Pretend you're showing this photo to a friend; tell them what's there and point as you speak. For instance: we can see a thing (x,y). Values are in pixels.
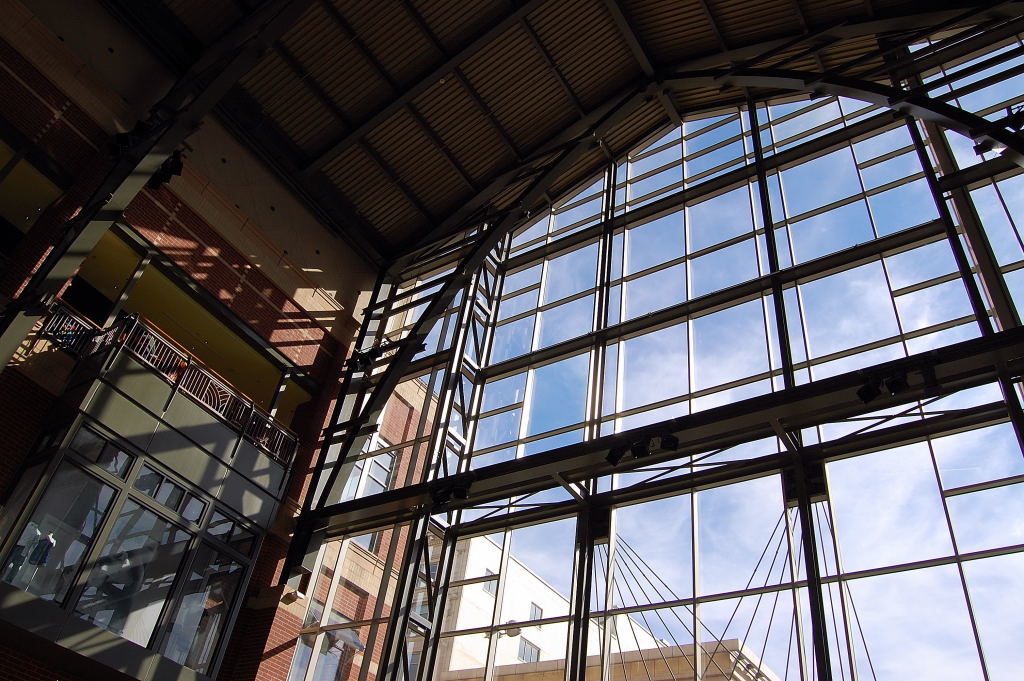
This picture might be taken inside the building (160,321). In this image, on the right side (931,240), we can see a metal grill (930,232). On the left side (218,299), we can see a building (174,562), glass window (222,613). Outside the glass window (908,662), we can see a building (600,629), brick wall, glass window (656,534). At the top (928,213), we can see a sky (742,345).
